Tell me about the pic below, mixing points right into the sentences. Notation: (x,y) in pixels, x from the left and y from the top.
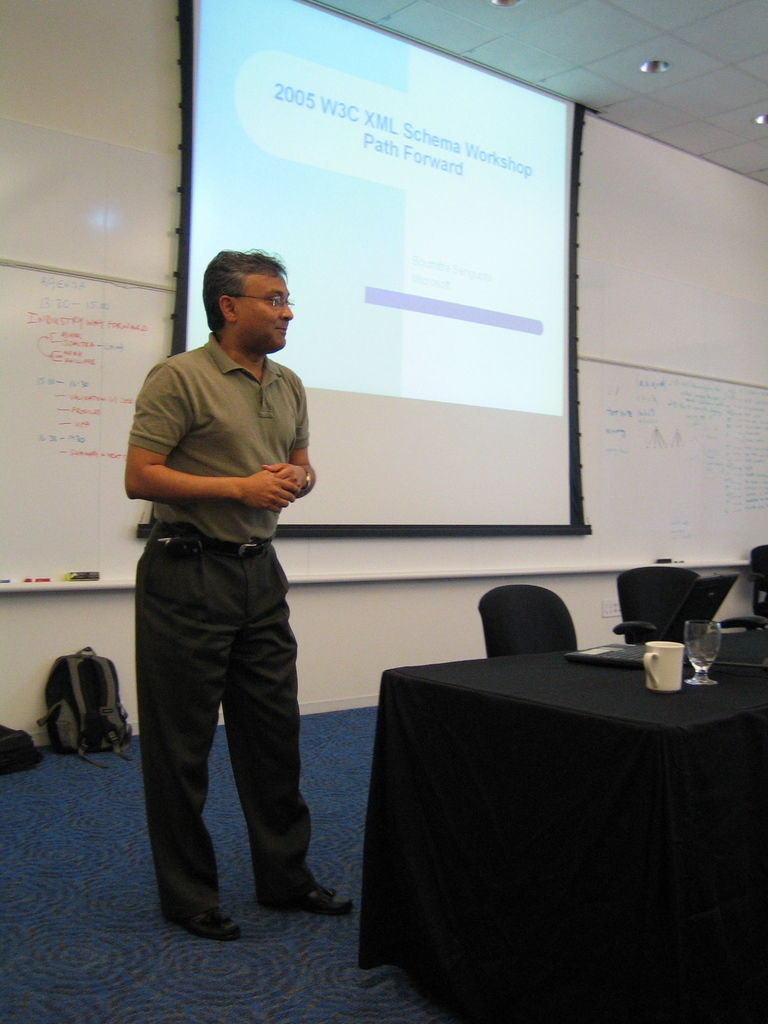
In this image there is a person (271,772) standing, behind the person (171,789) there are a few bags (94,710) and there is a table (561,702) with glass (689,624), cup (654,664) and laptop (675,624) on it and there are chairs (647,623). In the background (384,315) there is a screen (436,315) hanging on the wall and there is some text (613,422). At the top of the image (665,93) there is a ceiling (697,85).
